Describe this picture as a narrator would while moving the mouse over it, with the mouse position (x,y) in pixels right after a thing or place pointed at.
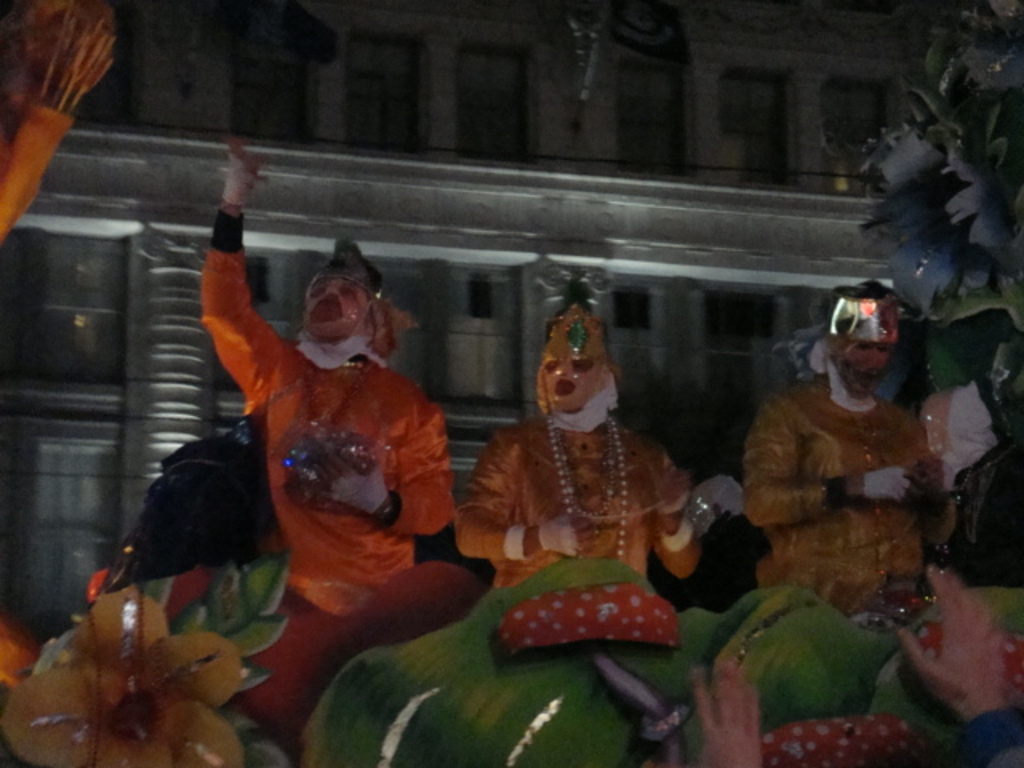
In the foreground of the picture (374,435) there are people (481,521) in different costumes (694,550). At the bottom (810,691) we can see objects (523,658) like trees (464,671), flowers (149,685) and there are persons hands (948,653). In the background (392,126) there is a building (553,149).
